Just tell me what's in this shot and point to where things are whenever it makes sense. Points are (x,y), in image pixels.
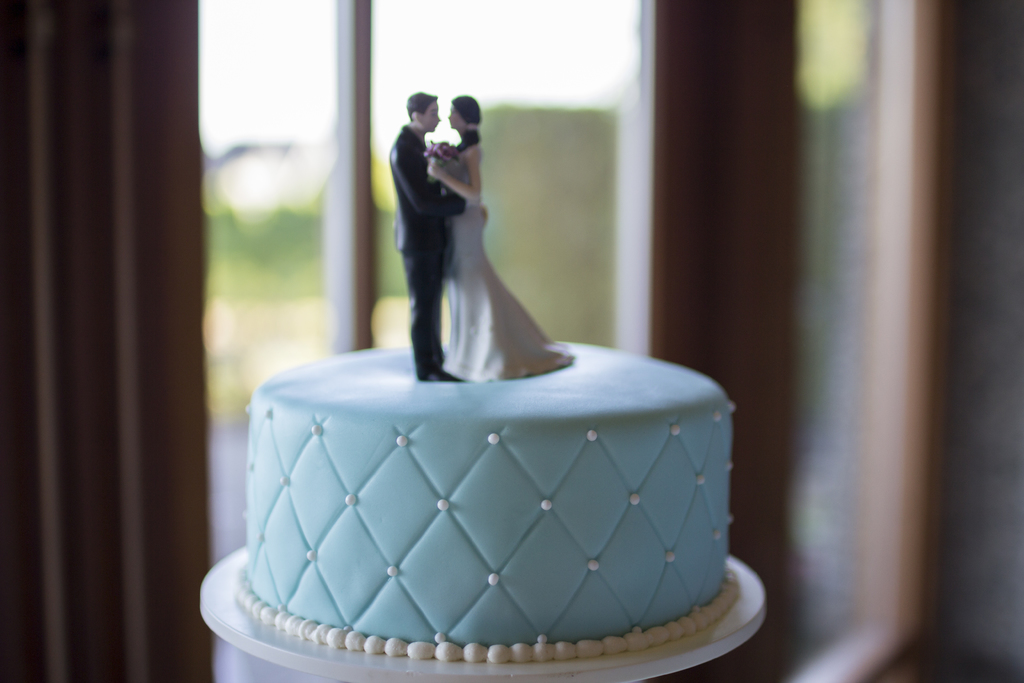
This image consists of a cake (504,568) on which there are idols (472,335) of man (407,144) and woman (478,315). In the background (308,77), there is a window (380,98) along with a curtain (68,85).
